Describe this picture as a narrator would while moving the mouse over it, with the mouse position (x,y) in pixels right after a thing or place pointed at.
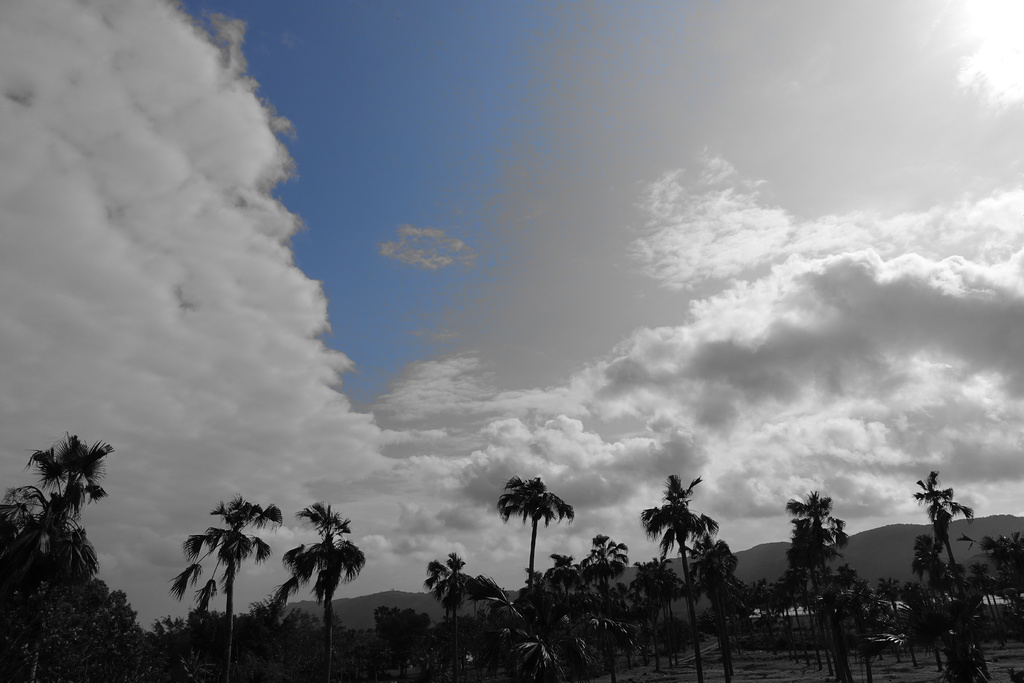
In the picture I can see trees (197,629), hills (854,543) and the sky (474,482) with clouds (326,426) in the background (599,383).
